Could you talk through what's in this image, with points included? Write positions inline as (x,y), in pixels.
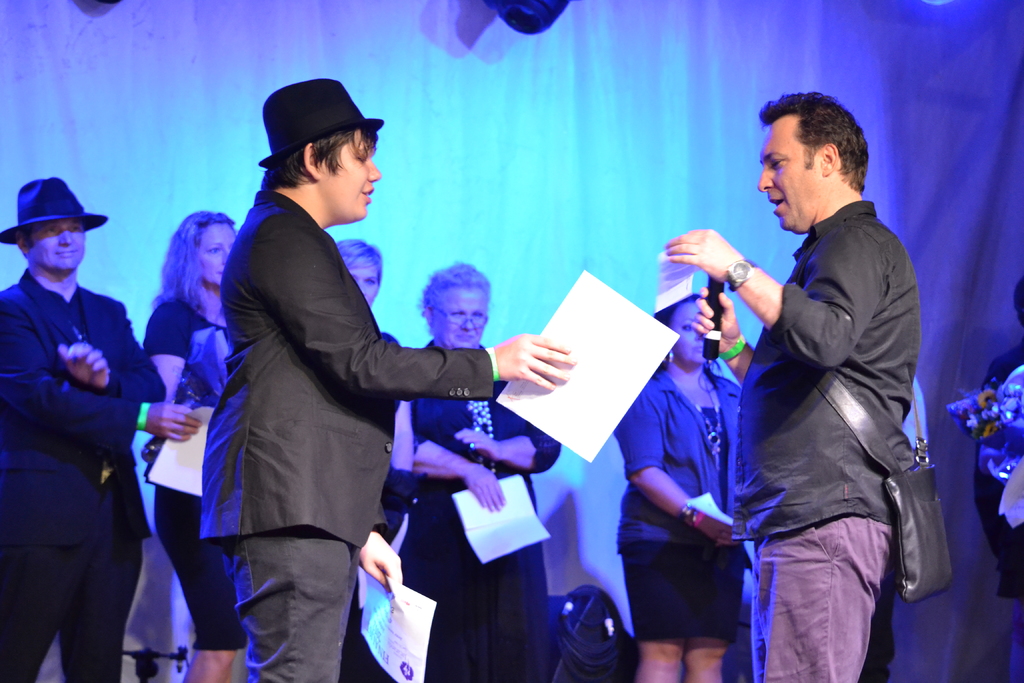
In the foreground (395,404) I can see two men (852,286) are standing facing at each other, holding papers (660,299) in the hands (668,255) and speaking something. The man (821,321) who is on the right side (803,514) is holding a mike (716,295) in the hand (722,326). In the background (469,321), I can see some more people (184,316) are standing by holding papers (177,443) in the hands (181,413) and looking at these people (367,363). At the back of these people (159,335) I can see a white color curtain (157,95).
